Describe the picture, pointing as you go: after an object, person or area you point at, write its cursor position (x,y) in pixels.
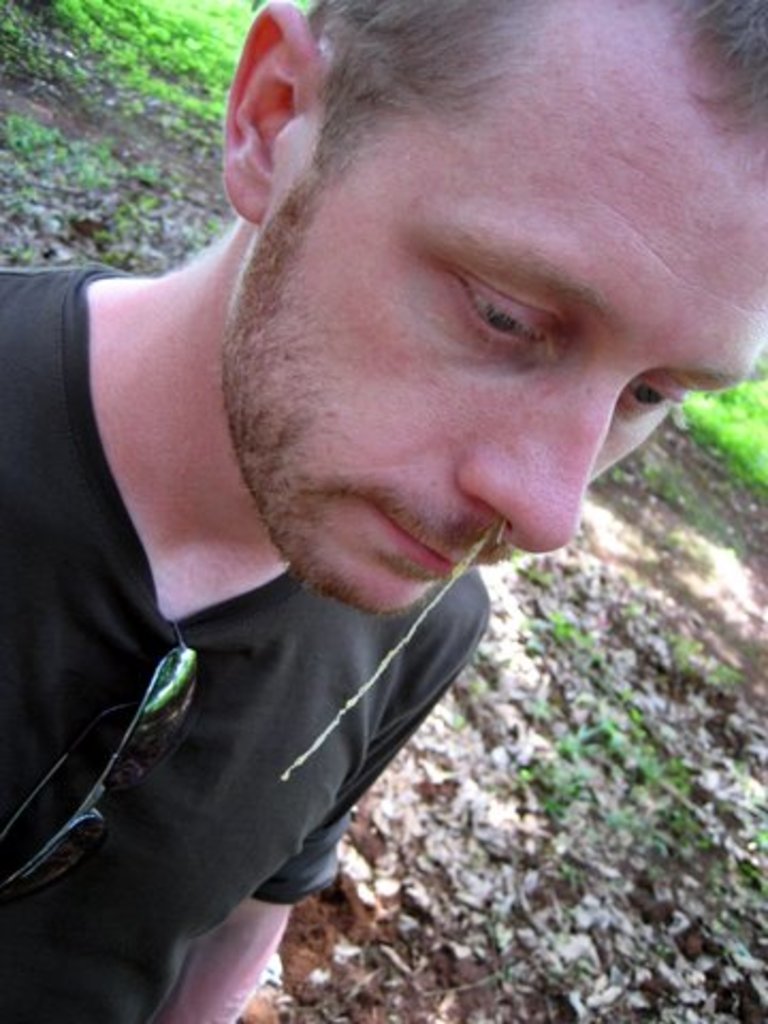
In the picture we can see a man (279,733) standing on the mud path (510,753), wearing a black T-shirt (40,659) and shades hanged to it and behind him we can see a grass surface (692,645).
